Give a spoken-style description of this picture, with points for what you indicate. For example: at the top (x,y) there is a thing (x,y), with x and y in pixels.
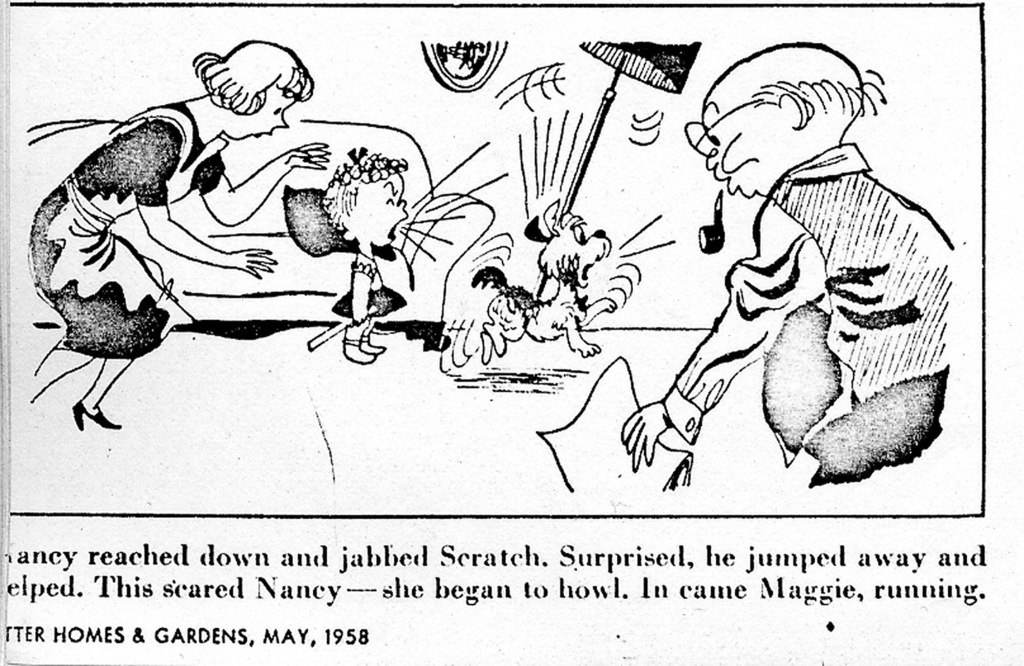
We can see images (626,155) and something written on this poster (361,543).
